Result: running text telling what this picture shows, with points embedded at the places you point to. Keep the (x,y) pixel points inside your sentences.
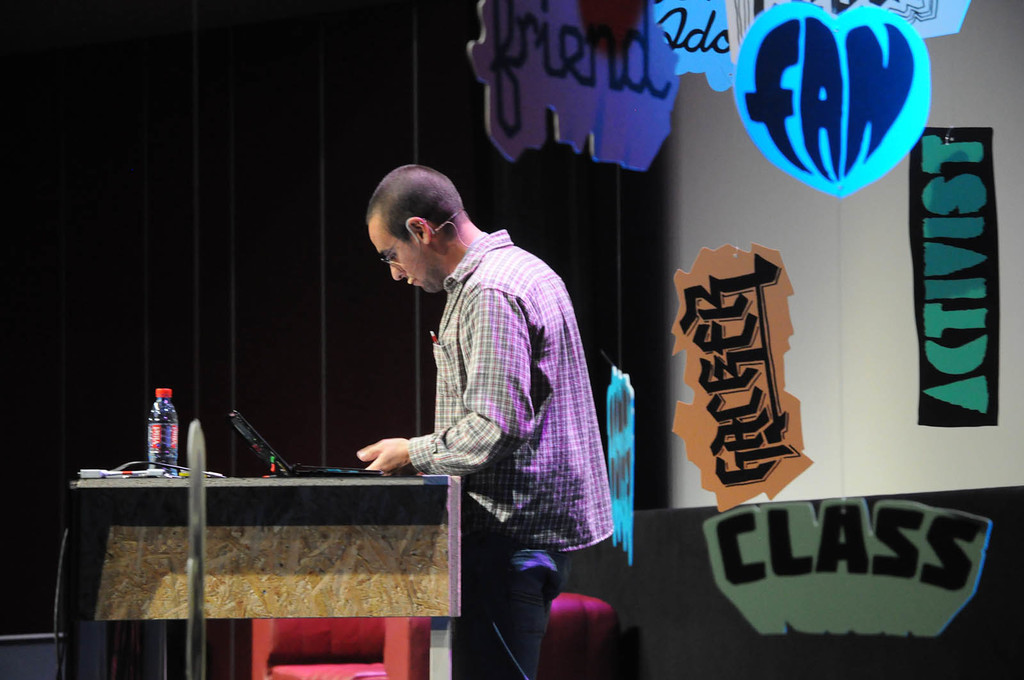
This is the man (509,602) standing. I can see a table (300,499) with a laptop (262,457), water bottle (147,457) and few other objects (156,468) on it. This looks like a chair (342,671). These are the boards (707,295), which are hanging. This looks like a wall (858,353).
